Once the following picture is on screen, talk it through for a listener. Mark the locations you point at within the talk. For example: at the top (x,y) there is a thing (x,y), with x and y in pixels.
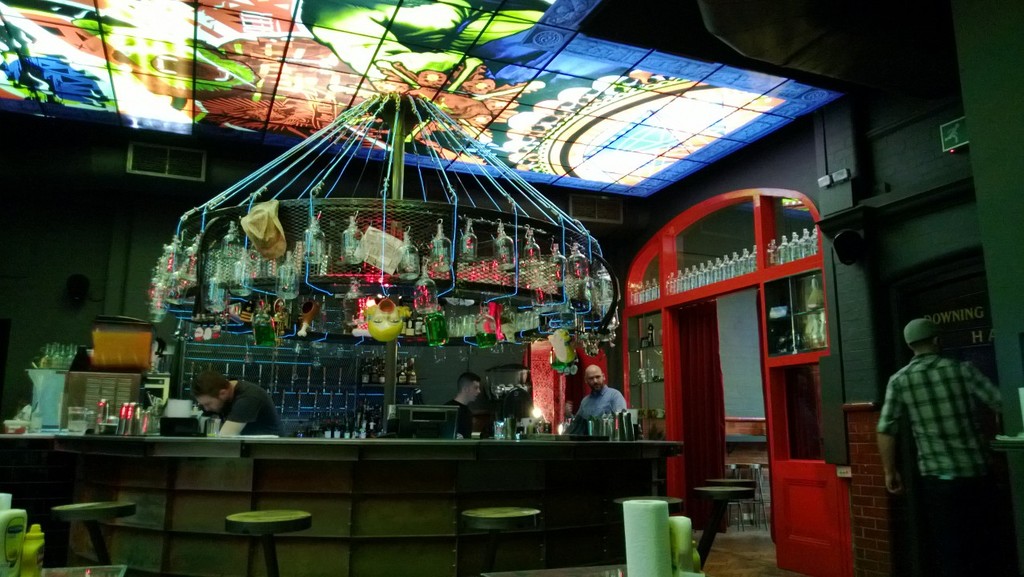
It looks like a bar (555,490), in the middle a man (595,422) is standing, there are wine bottles (405,379) in the racks (372,395). On the right side (919,341) a man (895,426) is walking.
